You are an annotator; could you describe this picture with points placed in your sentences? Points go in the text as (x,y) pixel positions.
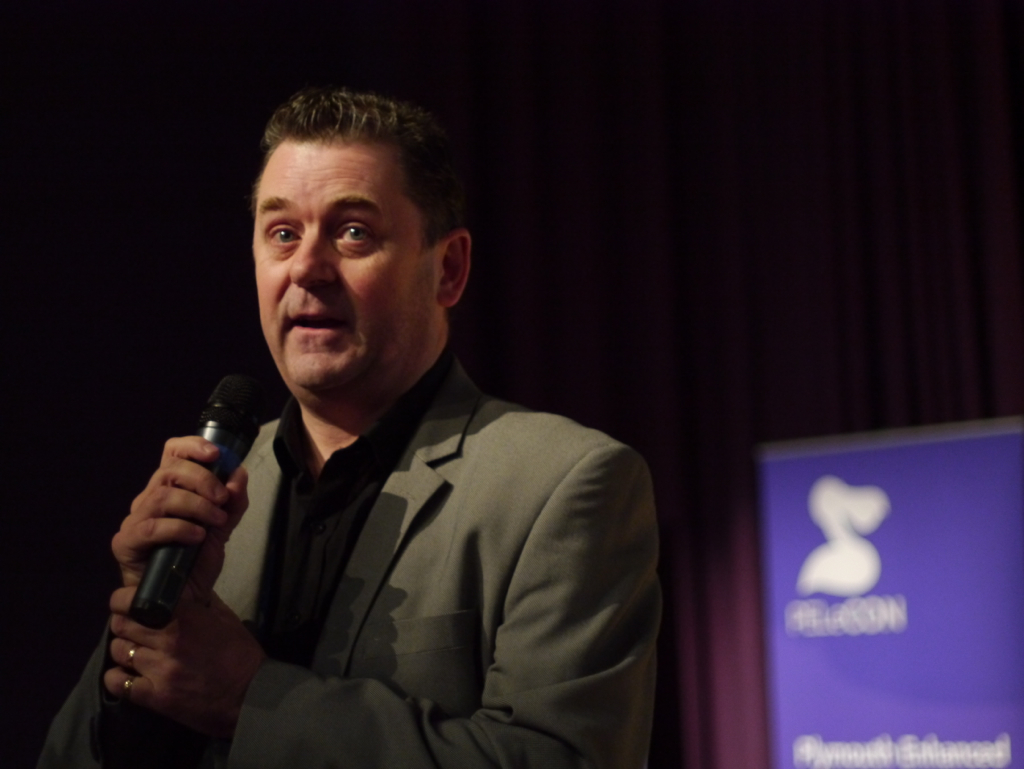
In this picture a man (391,543) is standing and he is talking with the help of microphone (227,422), in the background (778,524) we can see a hoarding (883,570).
